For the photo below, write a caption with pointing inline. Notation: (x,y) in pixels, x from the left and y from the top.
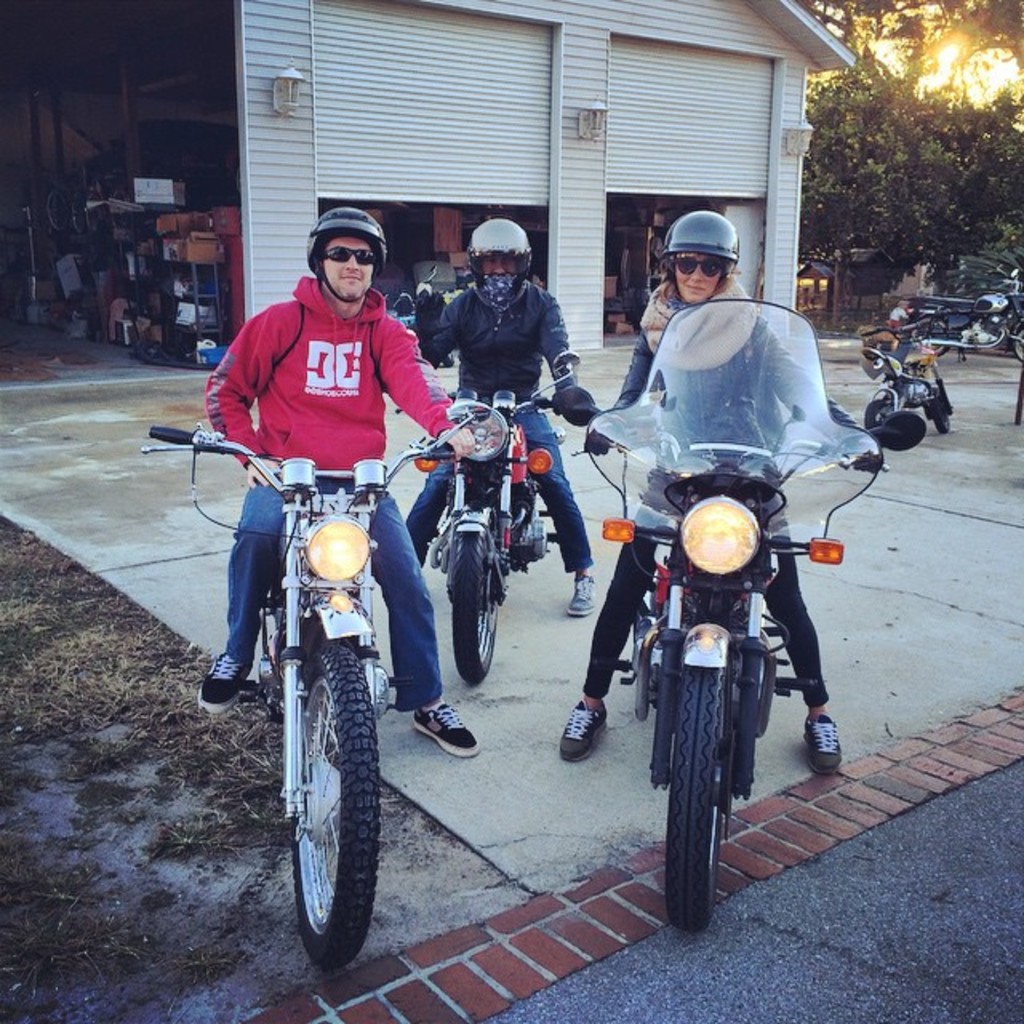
In this image i can see three persons (755,423) riding bike (721,423) on the road (574,687) at the back ground (387,185) i can see a building (286,124), and a light (276,97) and a tree (865,133).
